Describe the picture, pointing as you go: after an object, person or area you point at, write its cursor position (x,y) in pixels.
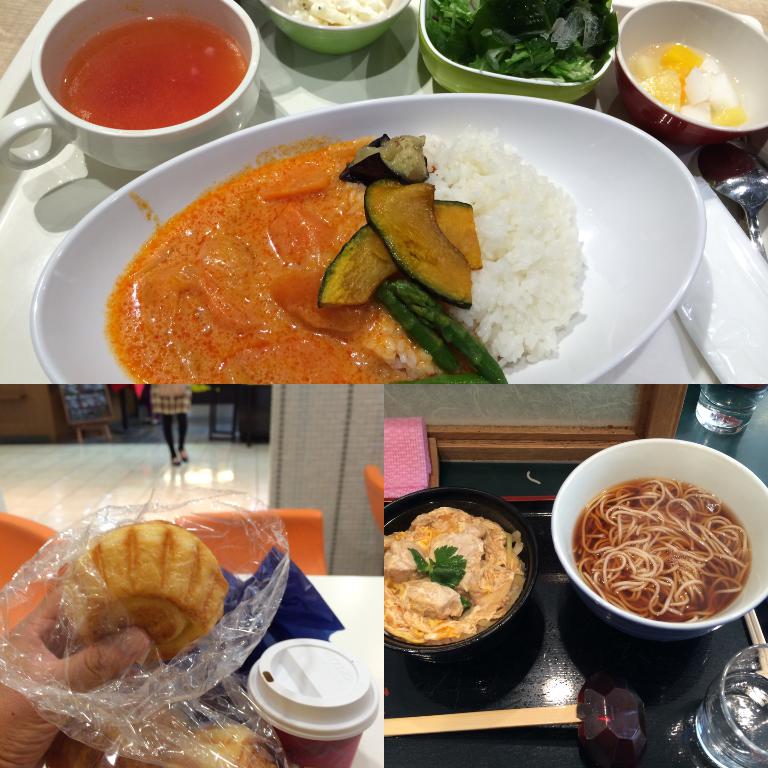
This image is a collage pictures of food (376,186).
